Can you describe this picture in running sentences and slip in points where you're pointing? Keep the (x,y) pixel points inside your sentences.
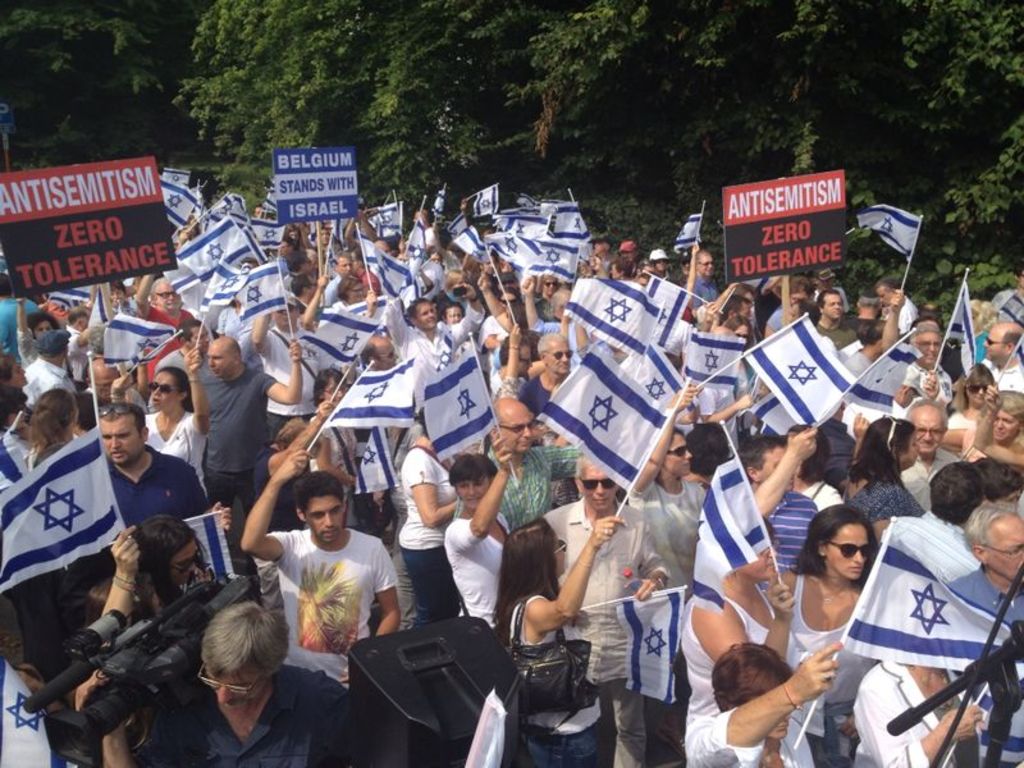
In this image, we can see people (242,365) holding flags (258,291) and boards (744,247). In the background (551,67), there are trees (752,114).
